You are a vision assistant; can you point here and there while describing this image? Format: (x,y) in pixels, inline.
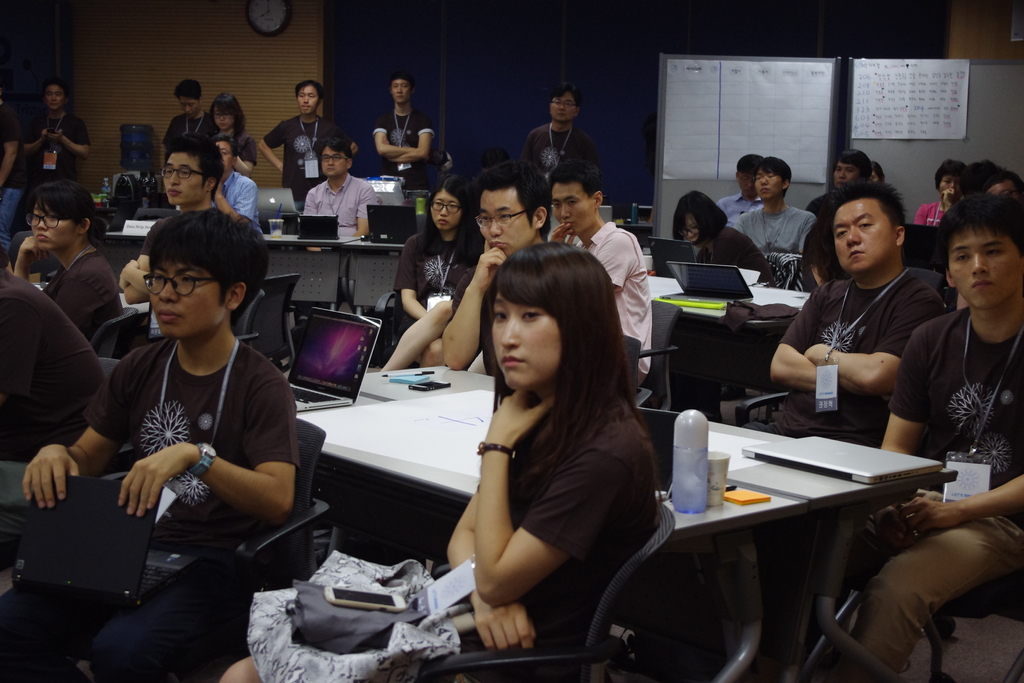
This is a picture taken in a room (677,255), there are a group of people (818,288) sitting on a chair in front of the people (843,315) there is a table (741,471) on the table (745,470) there is a bottle (685,504), cup (716,478), stick notes (751,493), and a laptop (834,444). Background of this people (171,259) is a wall (404,49) on the wall (392,58) there is a clock (277,26) and a paper (802,111).
